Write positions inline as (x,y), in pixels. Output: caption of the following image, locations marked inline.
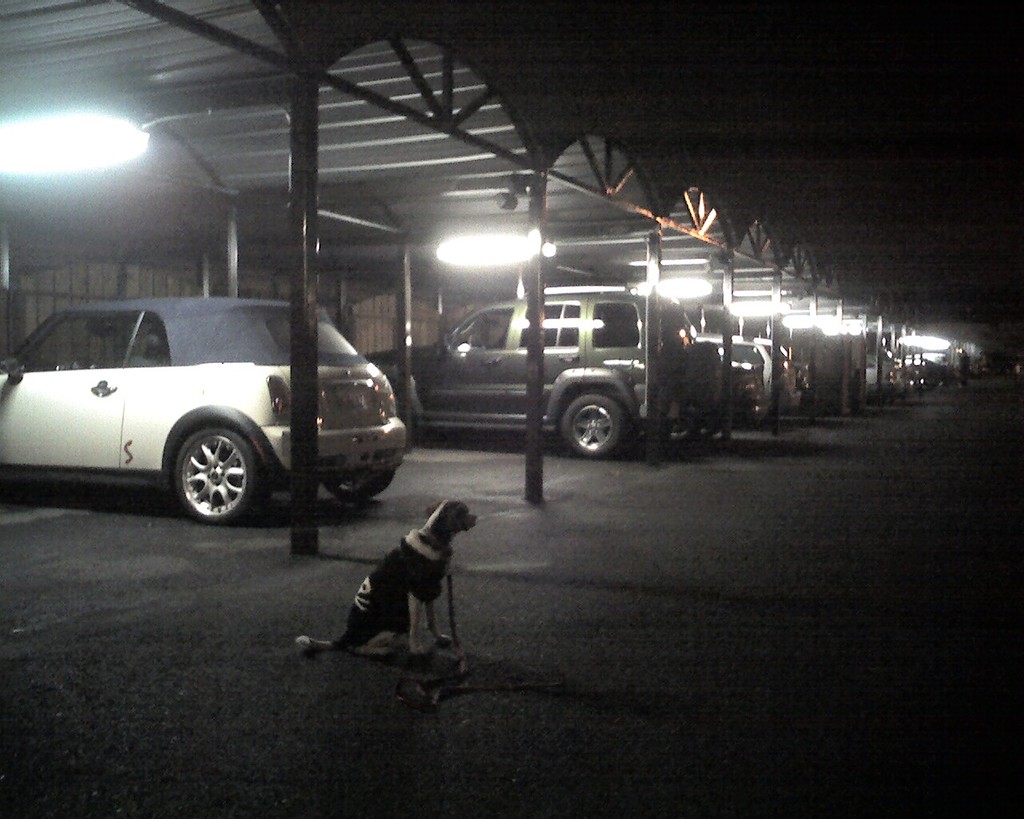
This is an image clicked in the dark. On the left side (169,418) there are many cars (227,376) under the shed (401,251) and also there are lights (34,145). In the bottom (424,587) there is a dog (395,573) sitting on the road (371,703). The background (749,67) is dark.
